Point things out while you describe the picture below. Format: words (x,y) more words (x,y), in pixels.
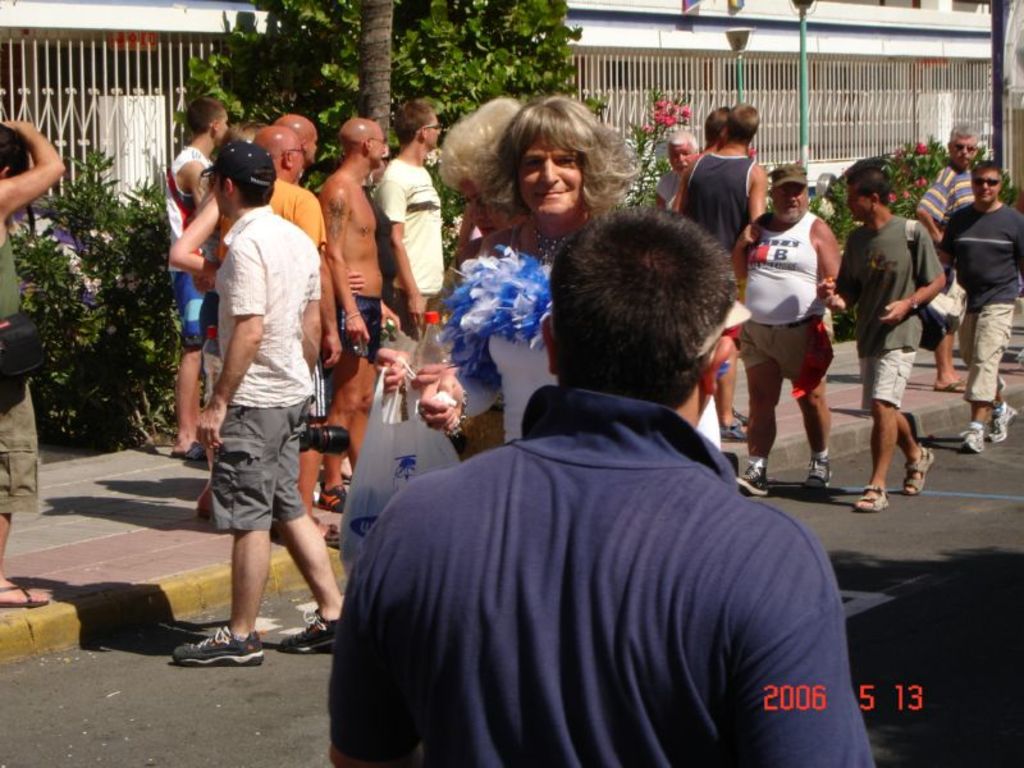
In this picture we can see some people (570,279) are standing and some people (637,360) are walking, in the background (445,99) we can see a tree (443,81), two poles (807,61), some plants (661,133) and fencing (838,73), it looks like a building (882,27) in the background (898,17), at the right bottom (792,687) we can see numbers (812,698).
